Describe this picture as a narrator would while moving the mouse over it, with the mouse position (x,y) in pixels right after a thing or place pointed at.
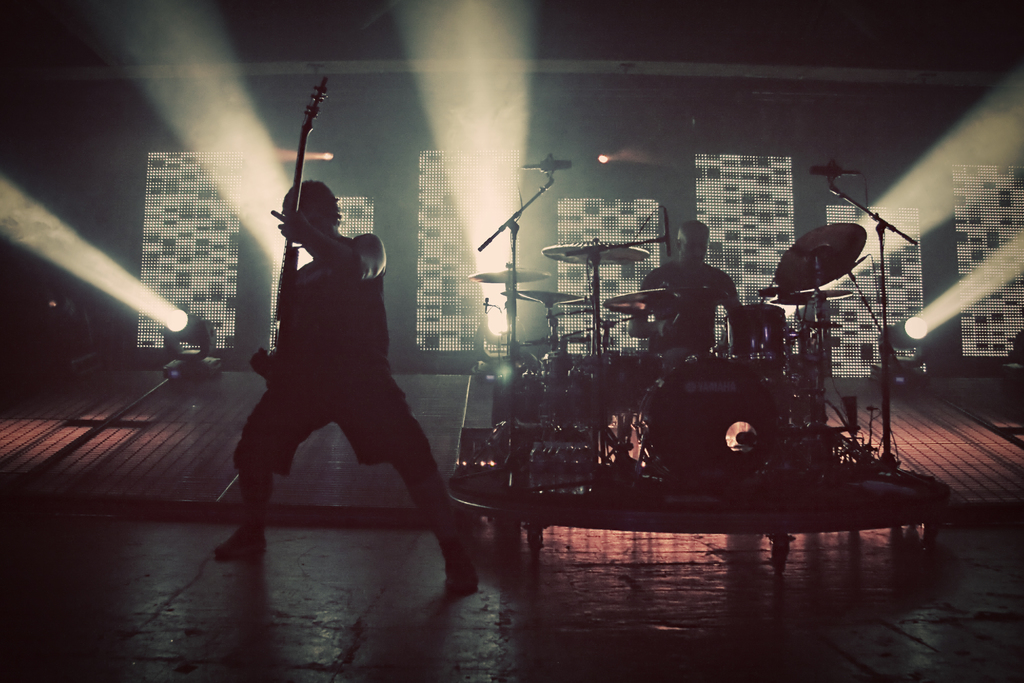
In this image There are two men (684,257). One man (323,343) is standing and playing guitar (292,333) and the other man (664,316) is sitting and playing drums (694,374). At background (217,295) I can see a show light (181,329) and this looks like a stage performance.
